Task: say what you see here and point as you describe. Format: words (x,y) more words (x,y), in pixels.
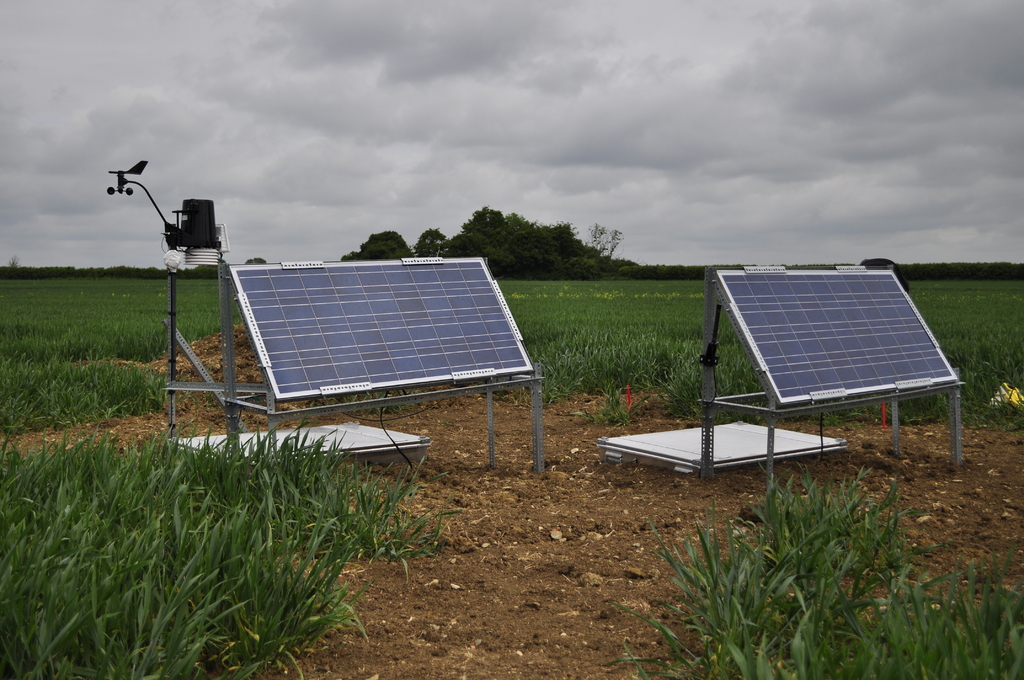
In this image we can see sky (464,159) with clouds (430,154), trees (487,231), grass (143,316), ground (502,510) and solar plates (487,332).
